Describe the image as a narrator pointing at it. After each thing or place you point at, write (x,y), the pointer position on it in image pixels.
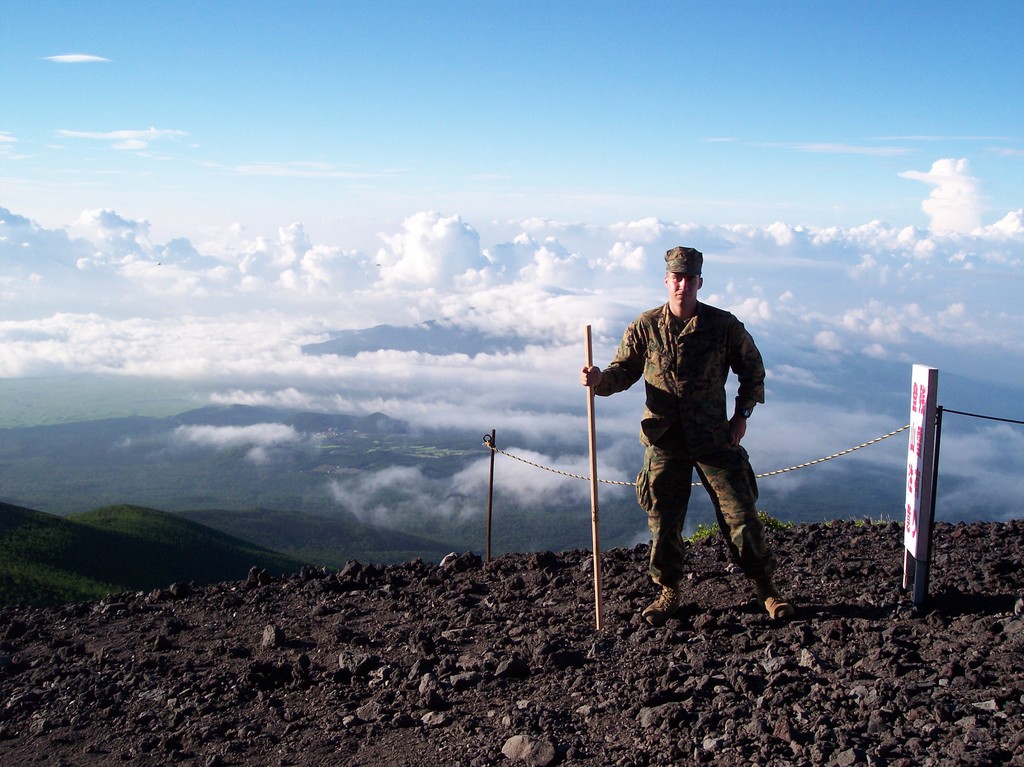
In the image there is a soldier (673,464), he is standing by holding a stick (596,462), behind him there is a fence (933,433) and in the background (120,481) there are mountains (113,563).
